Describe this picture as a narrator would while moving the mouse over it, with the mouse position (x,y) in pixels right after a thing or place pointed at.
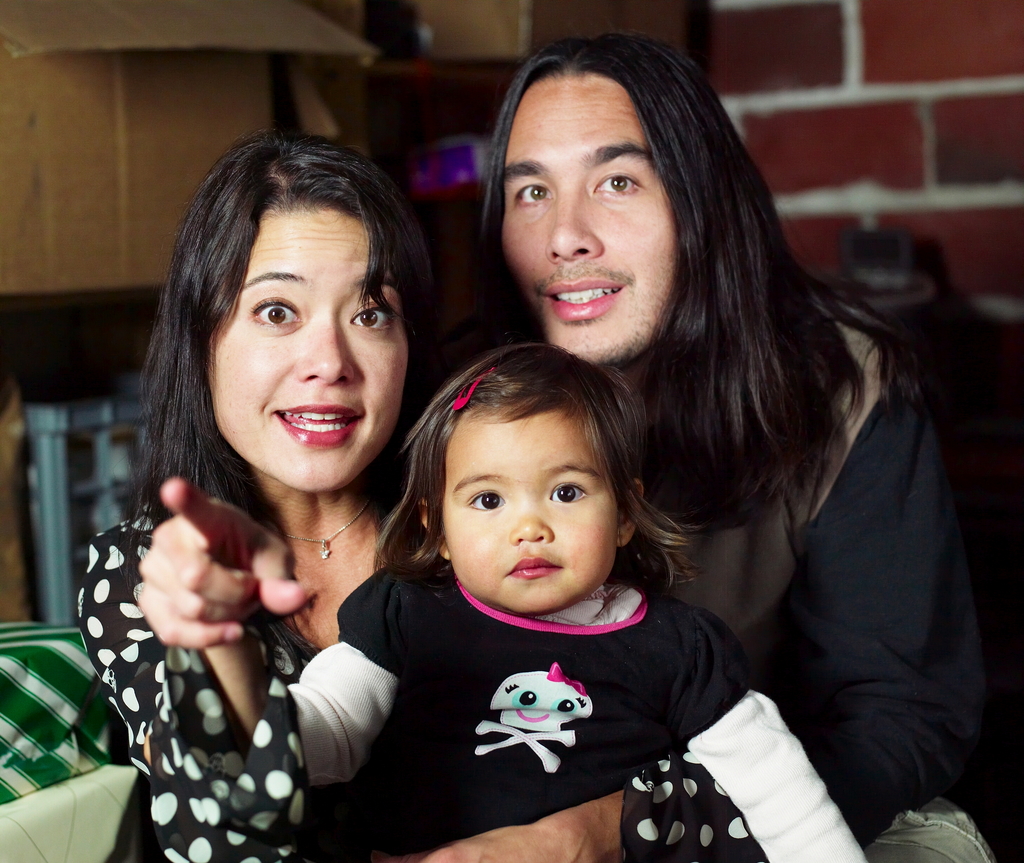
In this image we can see a man (692,377), woman (302,540) and a child (591,625) wearing black dresses (606,759) are here. The background of the image (19,111) is slightly blurred, where we can see some objects (155,188) and the brick wall (838,192).
